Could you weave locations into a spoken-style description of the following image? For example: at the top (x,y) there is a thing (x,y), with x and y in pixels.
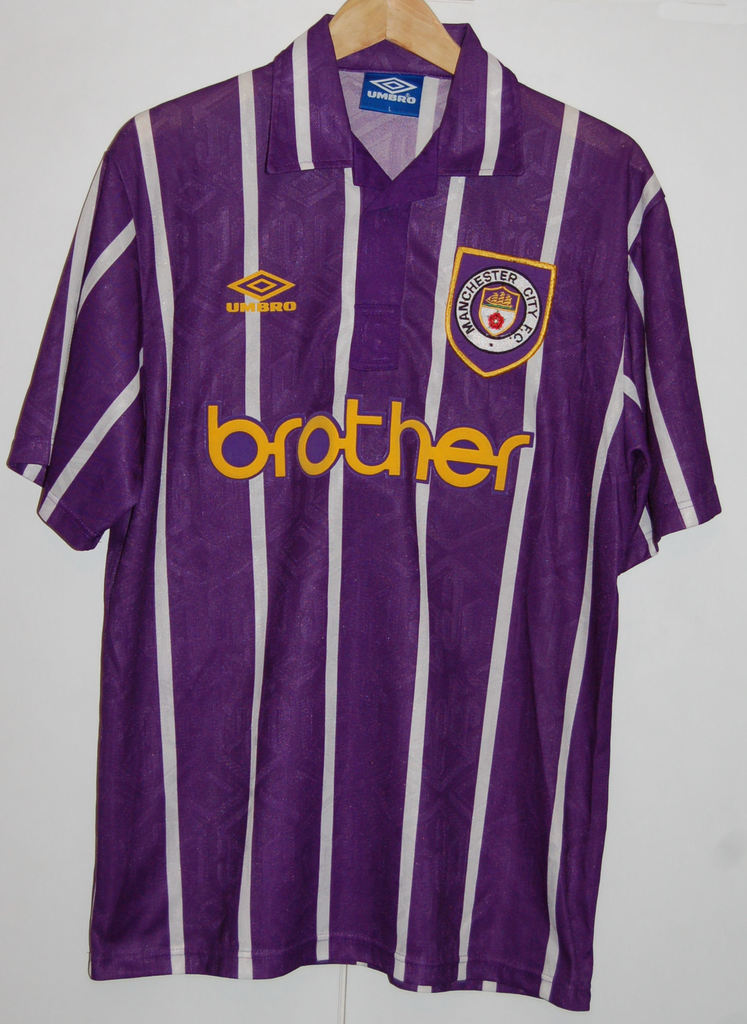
In this image we can see a t-shirt (436,510) to a hanger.
